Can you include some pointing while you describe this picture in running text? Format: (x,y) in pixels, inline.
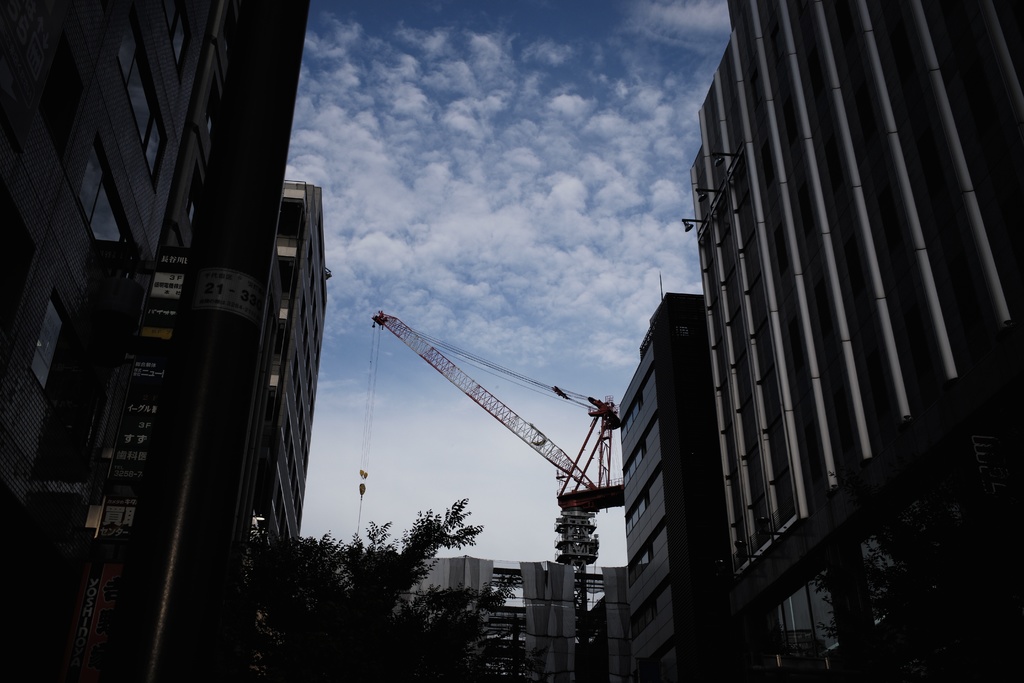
In this image I can see trees (315,618), buildings (147,85), windows (307,355), crane (394,318), pillars (533,571) and the sky (429,239). This image is taken may be during a day.
